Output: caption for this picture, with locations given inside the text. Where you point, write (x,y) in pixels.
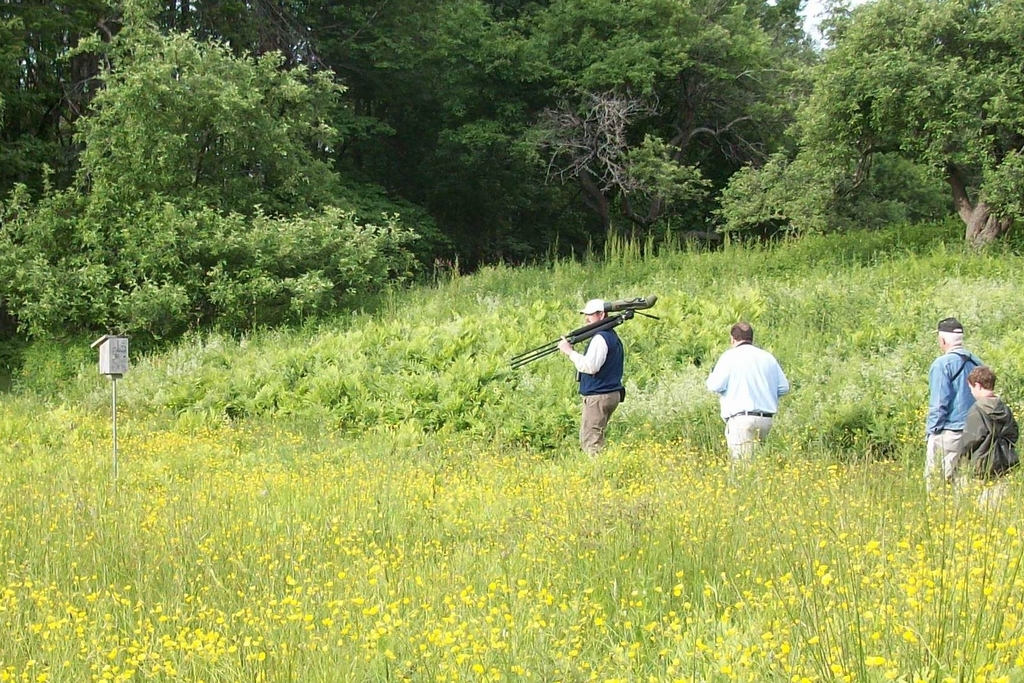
In this picture I can see few people (759,380) walking and I can see plants (420,448) and a man (596,344) holding a tripod (585,337) in his hand (568,339). I can see trees (606,136) and a small box (107,368) on the pole (114,389).
